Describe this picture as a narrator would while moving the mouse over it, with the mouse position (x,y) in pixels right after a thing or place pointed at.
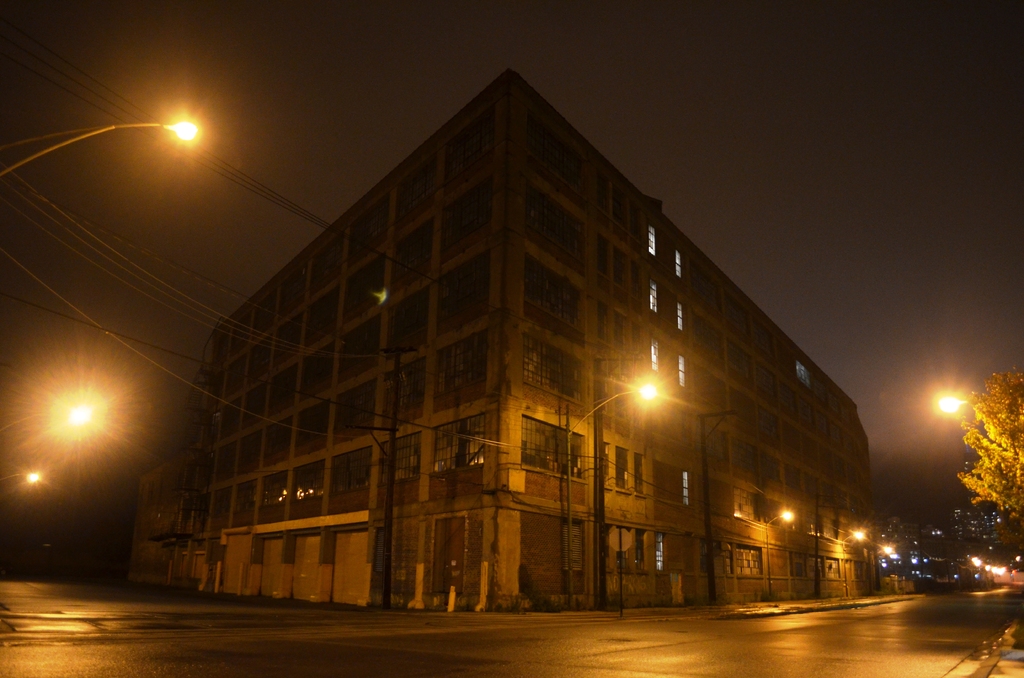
This image is taken outdoors. At the top of the image (535,79) there is the sky (318,89). At the bottom of the image (233,630) there is a road (143,639). In the middle of the image (597,286) there is a building (360,468) with walls (428,495), windows (471,444), grills (557,377), doors (442,544) and a roof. There are a few poles (165,127) with street lights (938,401) and there are a few wires (55,204). On the right side of the image (1019,468) there is a tree (1007,411).
